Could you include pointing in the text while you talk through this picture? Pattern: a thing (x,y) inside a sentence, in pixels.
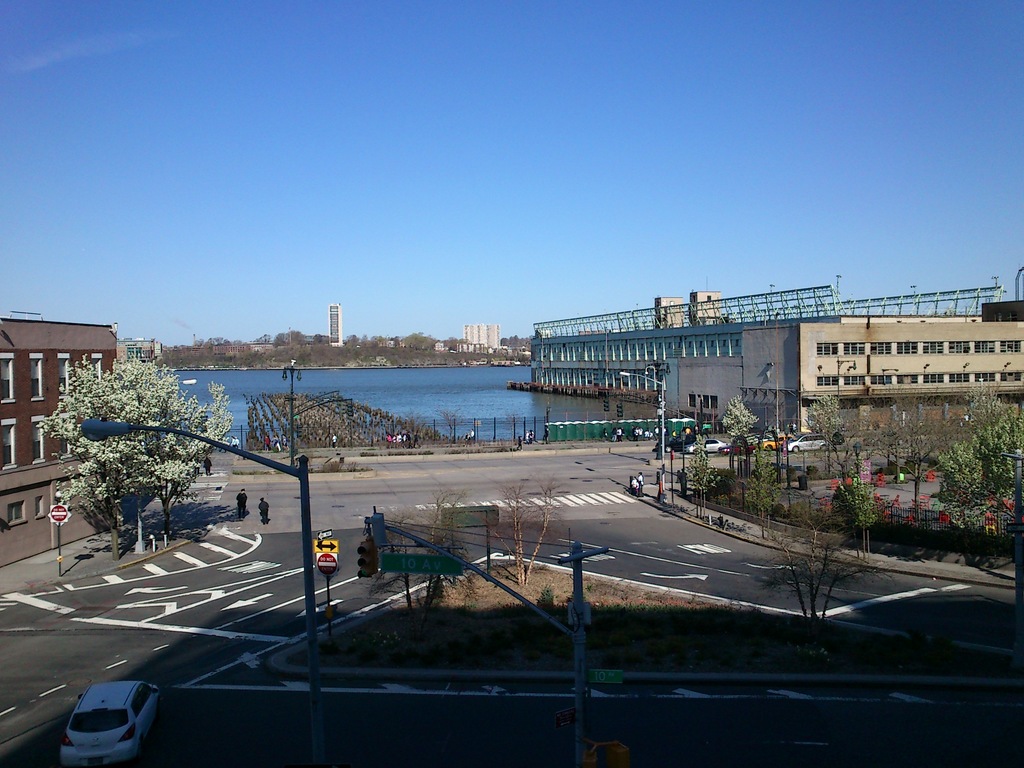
In this image I can see few vehicles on the road (250,554). I can also see group of people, some are standing and some are walking, few light poles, trees (107,380) in green color. In the background (437,387) I can see the water (399,393), few buildings (4,400) in brown and cream color and the sky (431,153) is in blue and white color.
